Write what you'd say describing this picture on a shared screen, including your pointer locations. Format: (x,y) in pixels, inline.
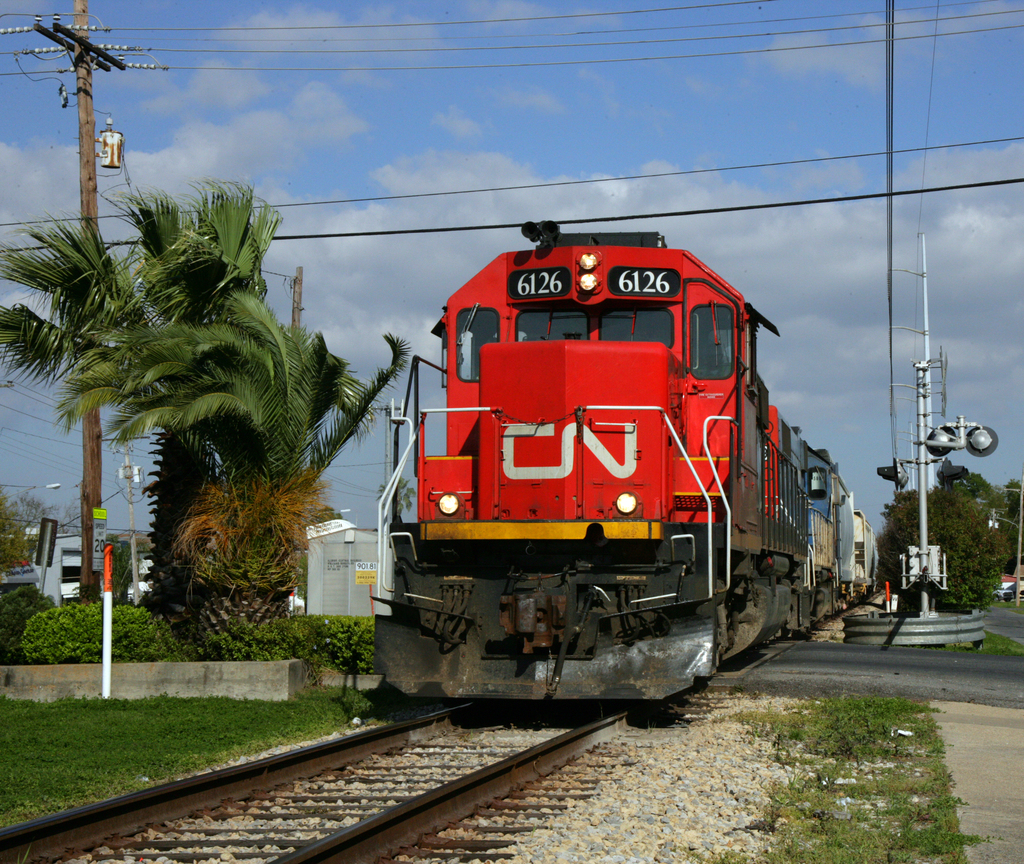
In this picture we can see a train (569,626) on the tracks (403,769), beside to the train (439,487) we can find few trees (185,452) and poles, in the background (71,551) we can see few buildings (59,541) and clouds (748,225), and also we can find few cables (537,49).
